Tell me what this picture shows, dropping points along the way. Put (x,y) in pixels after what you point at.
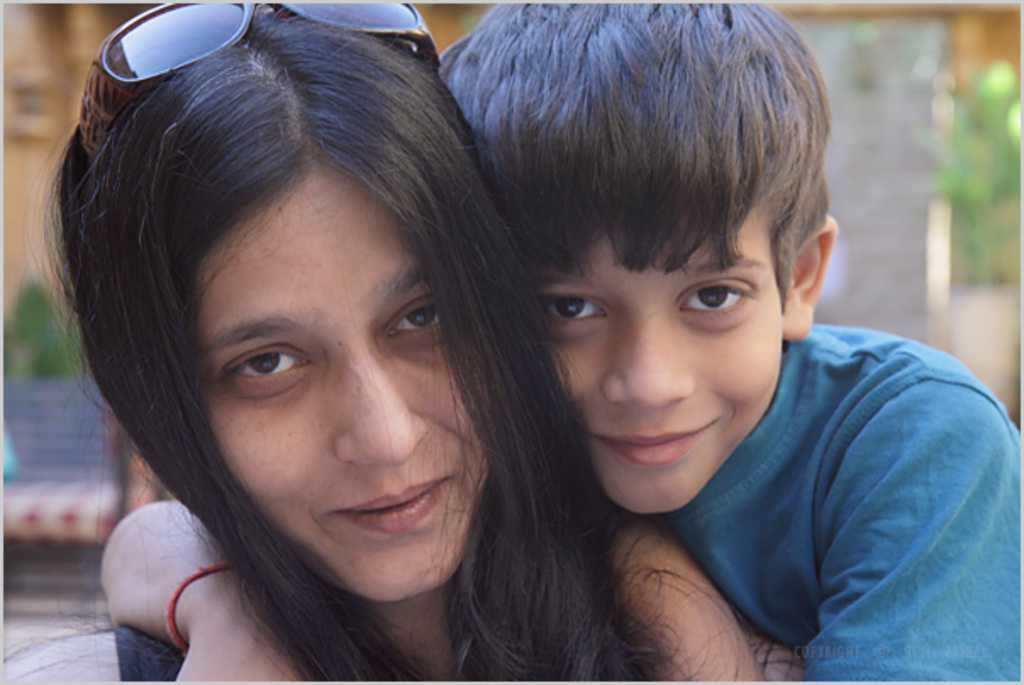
In this image I can see a woman (235,411) and a boy (744,537) are smiling and giving pose for the picture. On the woman's head (204,137) I can see goggles (233,35). In the background (54,486) there is a bench (49,455) and a wall (51,68).
